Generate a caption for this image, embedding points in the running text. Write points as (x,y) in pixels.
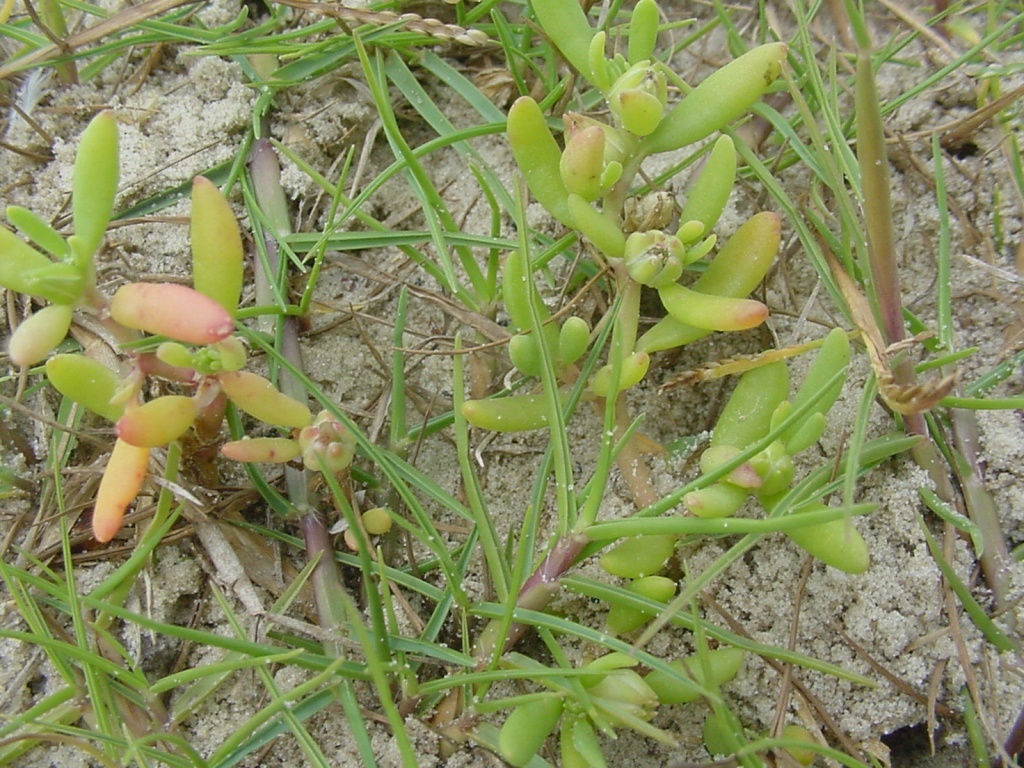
In this image, we can see plants (234,335) and buds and there is sand (898,577).
